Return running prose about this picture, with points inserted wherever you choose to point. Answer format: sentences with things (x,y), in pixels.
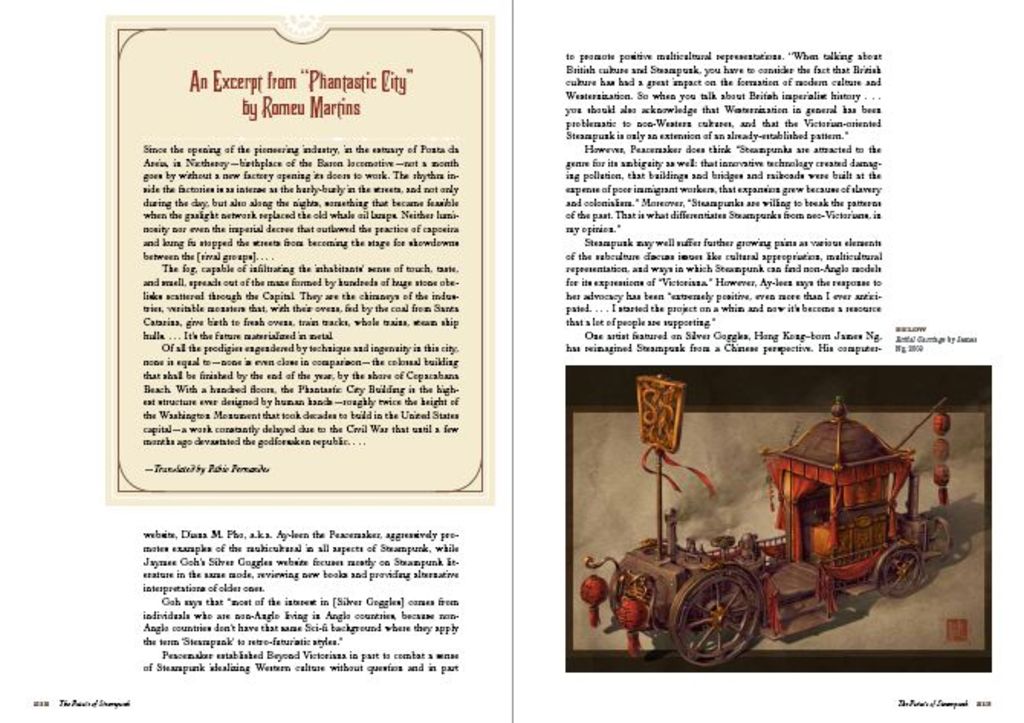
In this picture I can see the poster (229,351). In the bottom right (733,583) I can see the chariot (805,601). On the left (212,349) I can see the article (250,494).
